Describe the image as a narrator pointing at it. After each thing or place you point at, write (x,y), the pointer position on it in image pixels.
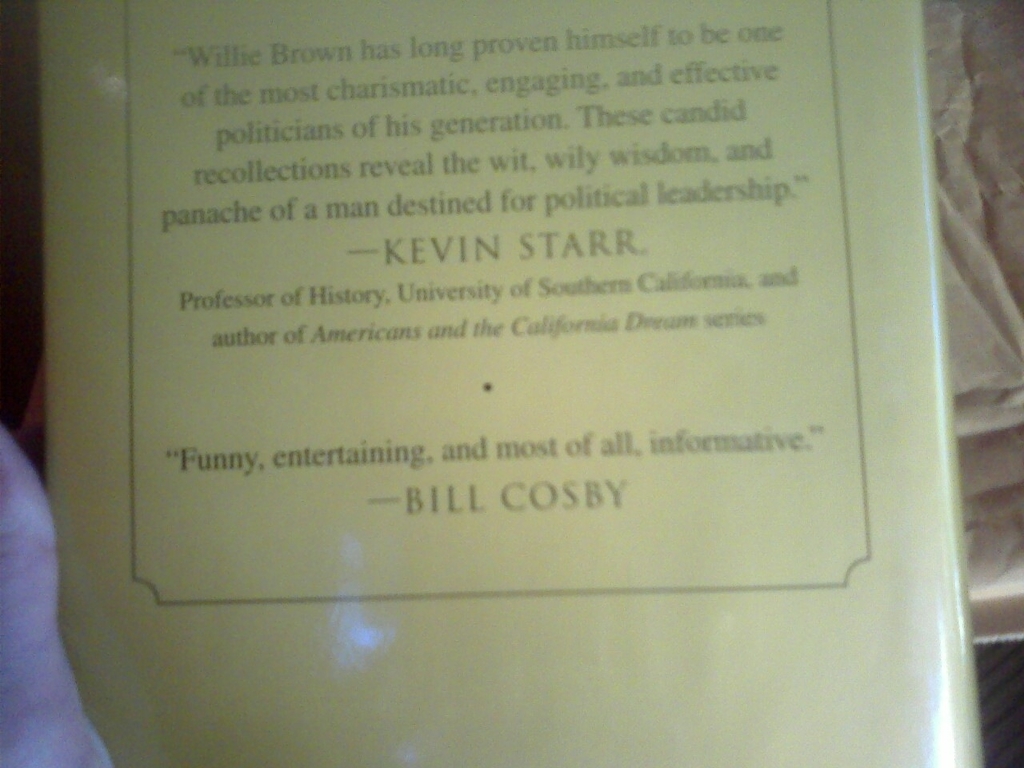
In this picture, in the middle (429,270), we can see a book (715,300). On the left side (3,447) corner, we can see a pink color finger (41,620). On the right side (971,133), we can also see cream color.
